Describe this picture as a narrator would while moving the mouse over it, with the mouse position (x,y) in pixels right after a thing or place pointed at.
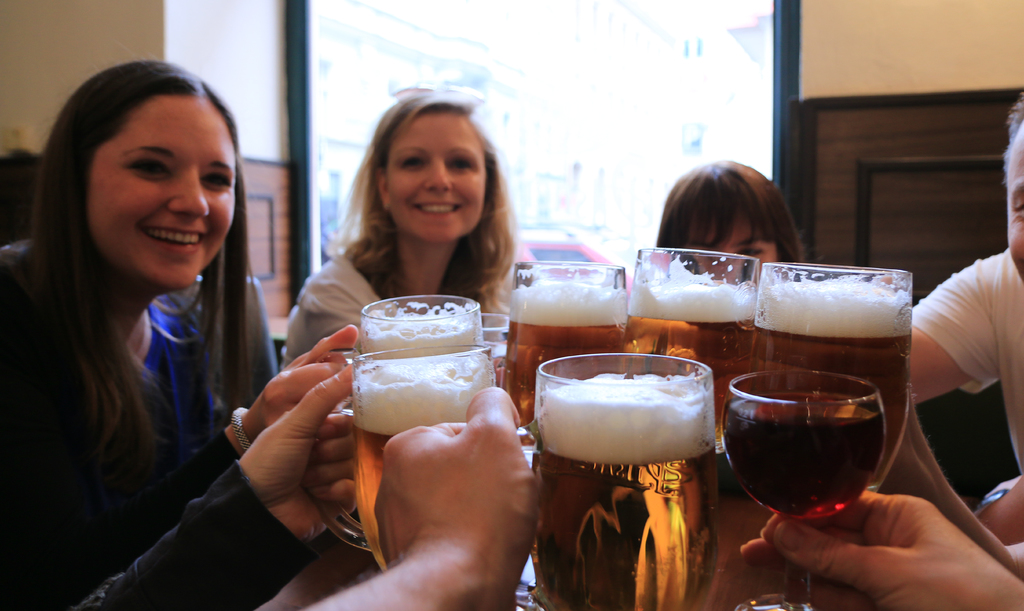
In this picture there are many people (175,219) sitting on the table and clinking their glasses (783,464) together. In the background (641,67) we observe a glass door (655,72).
